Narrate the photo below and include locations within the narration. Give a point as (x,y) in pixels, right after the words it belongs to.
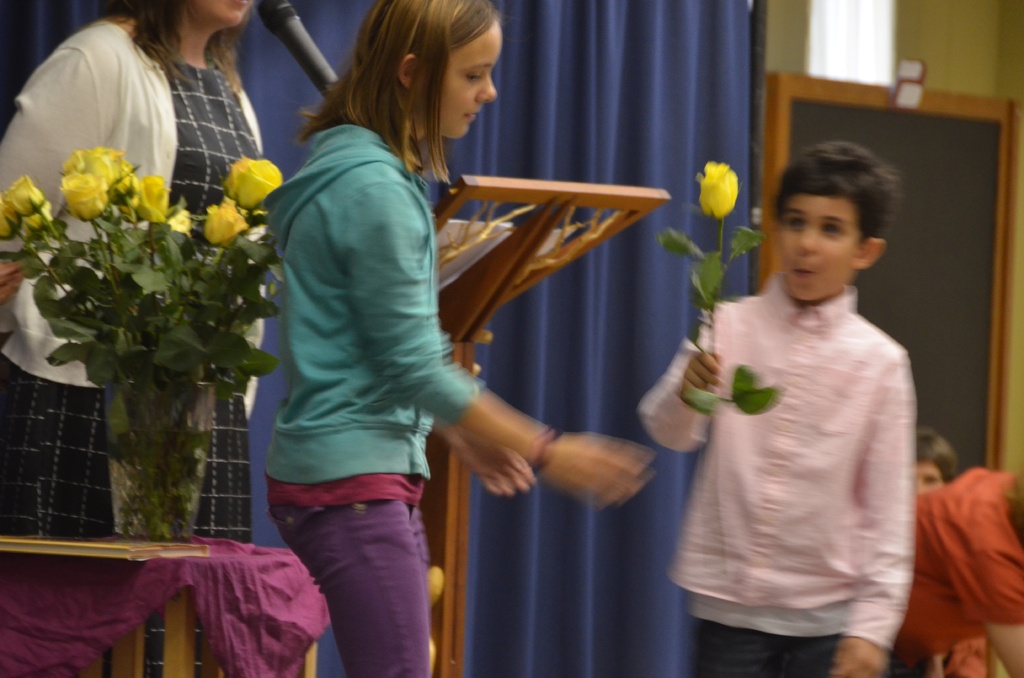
This image consists of several persons (659,387). There are flowers (27,211) on the left side (18,224). There is a boy (740,515) on the right side (841,341), who is holding a flower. There is mic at the top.
